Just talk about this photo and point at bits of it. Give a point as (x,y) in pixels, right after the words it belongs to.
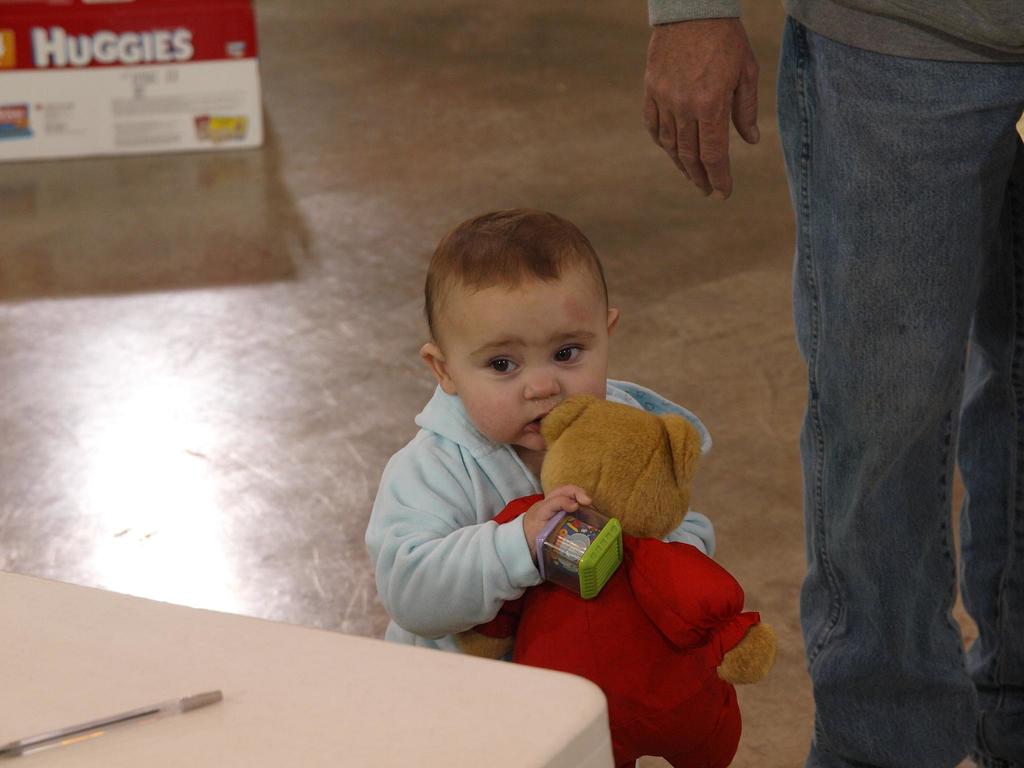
In this picture here we can see small baby (540,386) at the center (555,375) who is holding teddy bear (617,657), teddy bear (678,642) is having red color dress (714,651) and the baby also holds some playing article (594,539). In the right (897,156) we can see a person (897,368) who is wearing blue jean (866,541) and grey t-shirt (907,40). Also we have table (255,693) present on which a pen (143,715) is there. Also we can see some box (136,103) in the background (78,71). It looks like shop (179,350).
